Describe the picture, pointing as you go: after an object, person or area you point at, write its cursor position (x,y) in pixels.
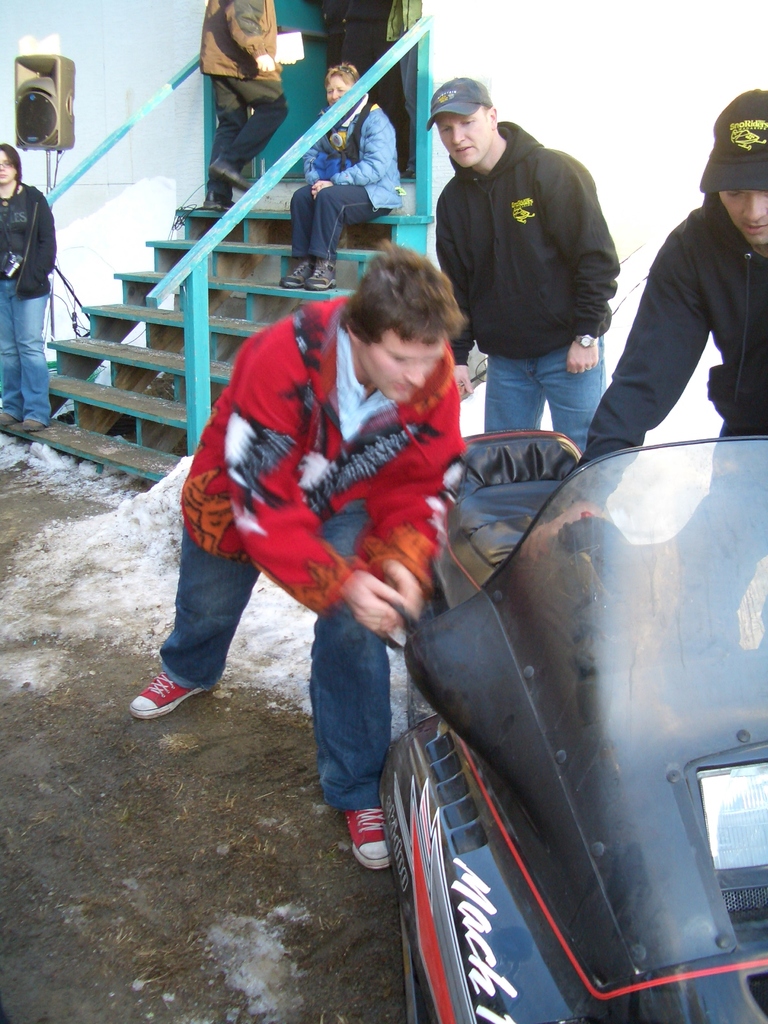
In this picture we can observe a vehicle (488,806) which is in black color. There are three members (461,382) standing around this vehicle (511,626). All of them were men (480,343). In the background (10,234) there are some people (7,309) standing and we can observe one person (305,192) sitting on the stairs (216,271). On the left side (46,80) there is a speaker (72,132). In the background (535,78) there is a wall (457,48) which is in white color.
